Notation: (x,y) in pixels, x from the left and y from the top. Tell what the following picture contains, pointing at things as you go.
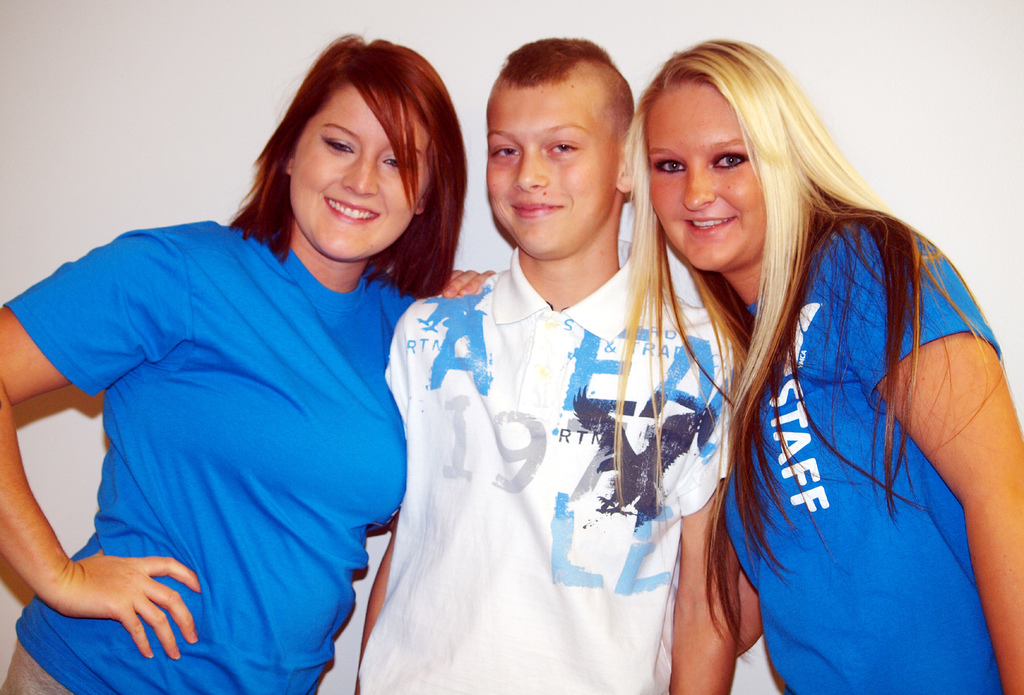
In this image I can see three people (684,85) standing in the center of the image (530,416) and posing for the picture. Two women (860,268) on both sides are wearing blue color T-shirts (849,281), one boy (577,346) in the center (517,436) is wearing a white color T-shirt (567,363) with some text (589,368).
